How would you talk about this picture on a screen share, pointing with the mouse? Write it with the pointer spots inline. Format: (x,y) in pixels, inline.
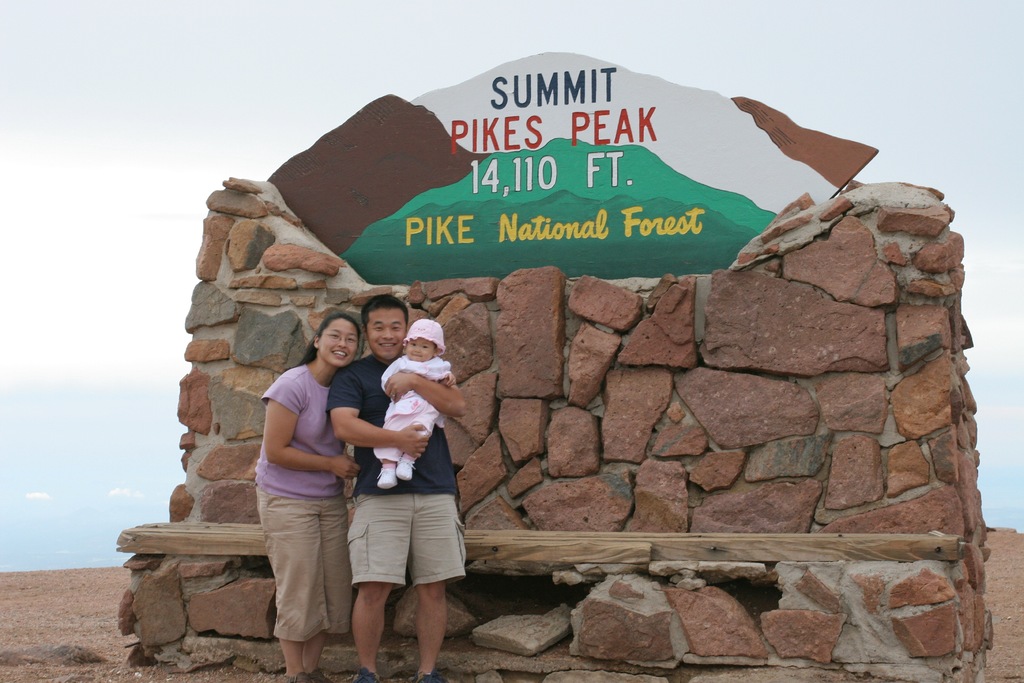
In this image there are two persons (356,332) standing, a person (411,501) holding a baby (421,420), and at the background (472,323) there is a name board (570,258) on the rocks (265,644), sky (123,102).
